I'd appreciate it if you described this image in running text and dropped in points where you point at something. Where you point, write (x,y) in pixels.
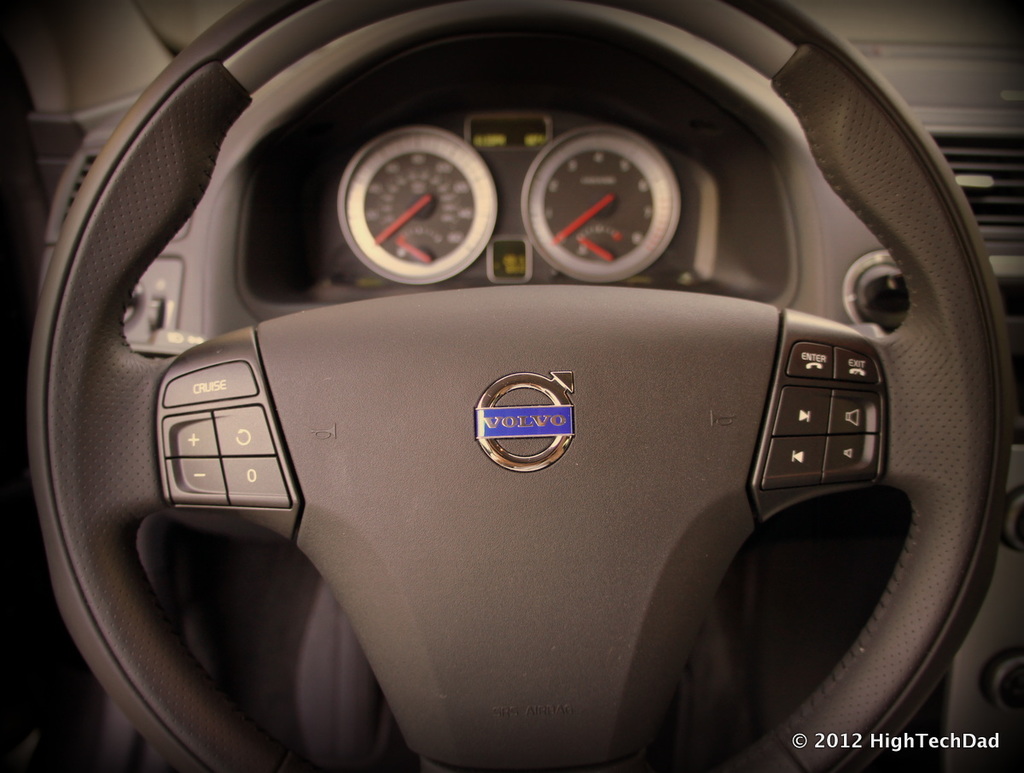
In this image we can see steering (742,409) of a car (441,419) with buttons (874,459). Also there is a logo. Also we can see meters (535,179). In the right bottom corner (907,732) something is written.
